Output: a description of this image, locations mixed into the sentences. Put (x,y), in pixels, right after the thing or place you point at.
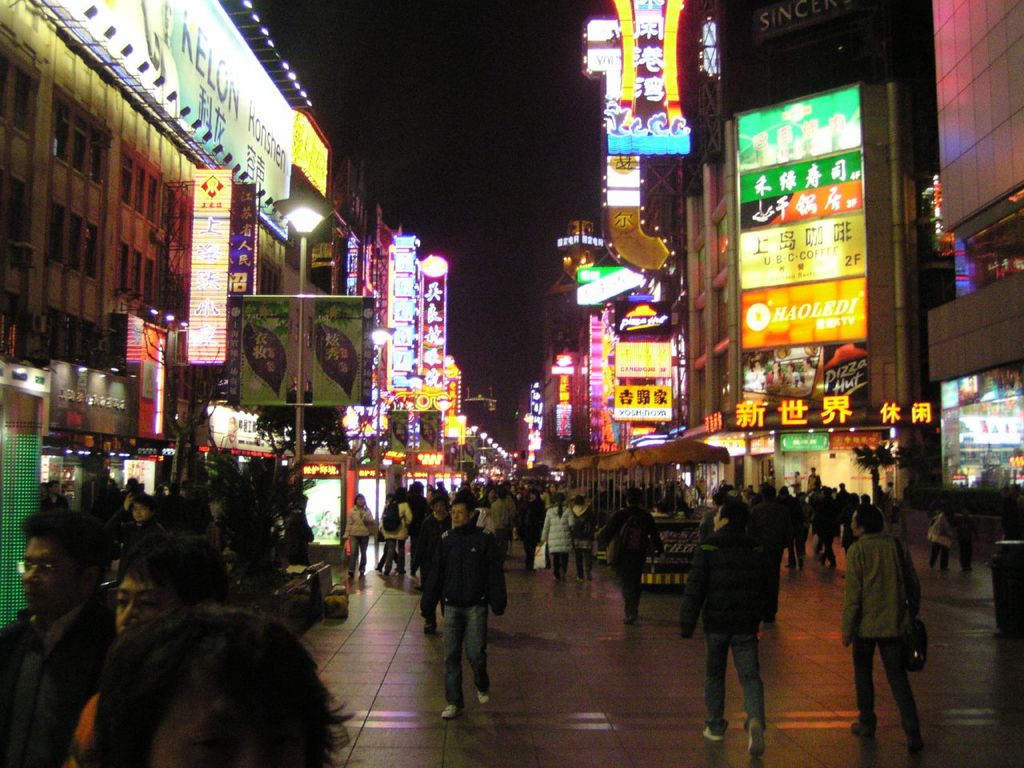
In this image, we can see some people (288,687) walking, there are some buildings (63,281), we can see some shops (399,375) and there are some banners (329,326) and we can see the lights (476,427).
